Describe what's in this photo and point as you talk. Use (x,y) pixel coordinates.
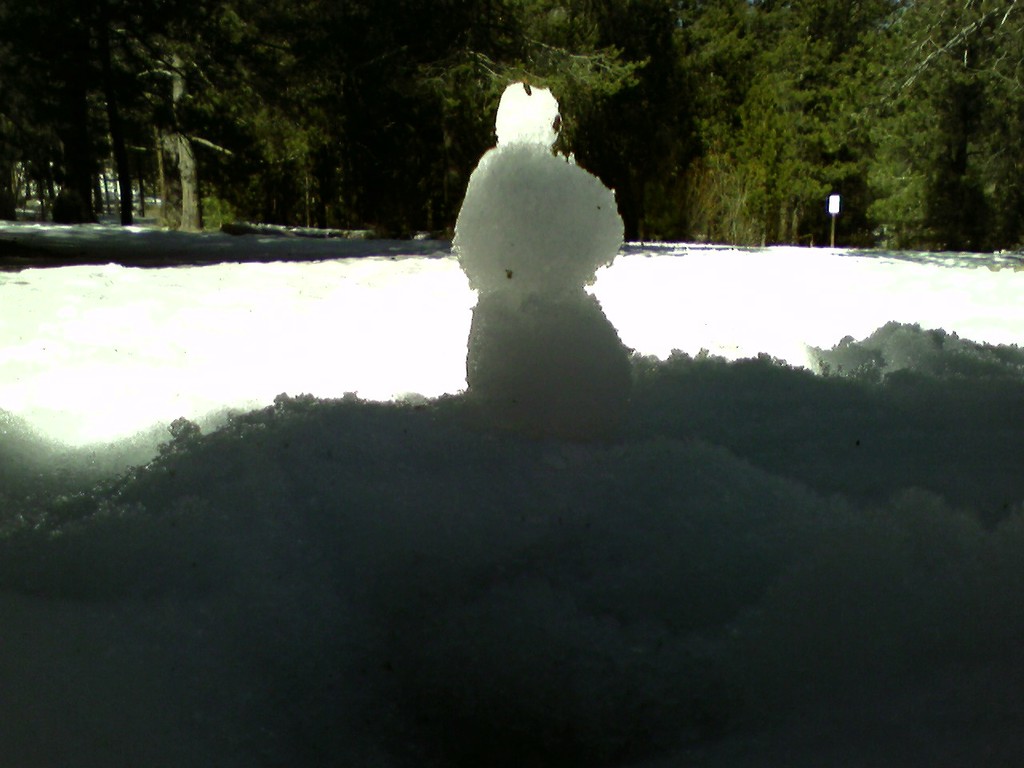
This picture contains a snowman (559,300). At the bottom of the picture (565,529), we see snow (683,467). There are trees (188,187) in the background (344,175) and we see a white color board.
